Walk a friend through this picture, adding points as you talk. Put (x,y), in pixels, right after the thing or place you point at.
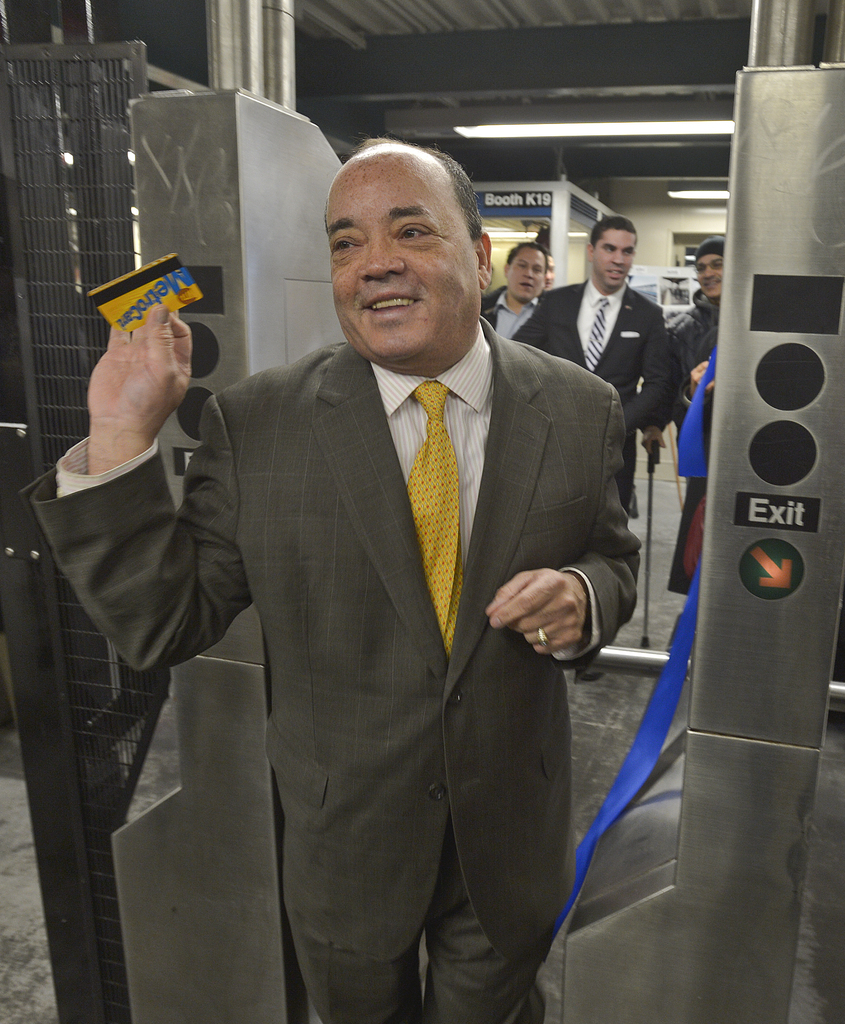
There is a person (382,546) standing and holding a card (174,257). Near to him there is an exit way (735,354). On that there is a sign board (746,569). Also there is a blue color ribbon (654,739). On the left side (91,187) there is a grill (77,214). In the back (570,294) some people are standing.
